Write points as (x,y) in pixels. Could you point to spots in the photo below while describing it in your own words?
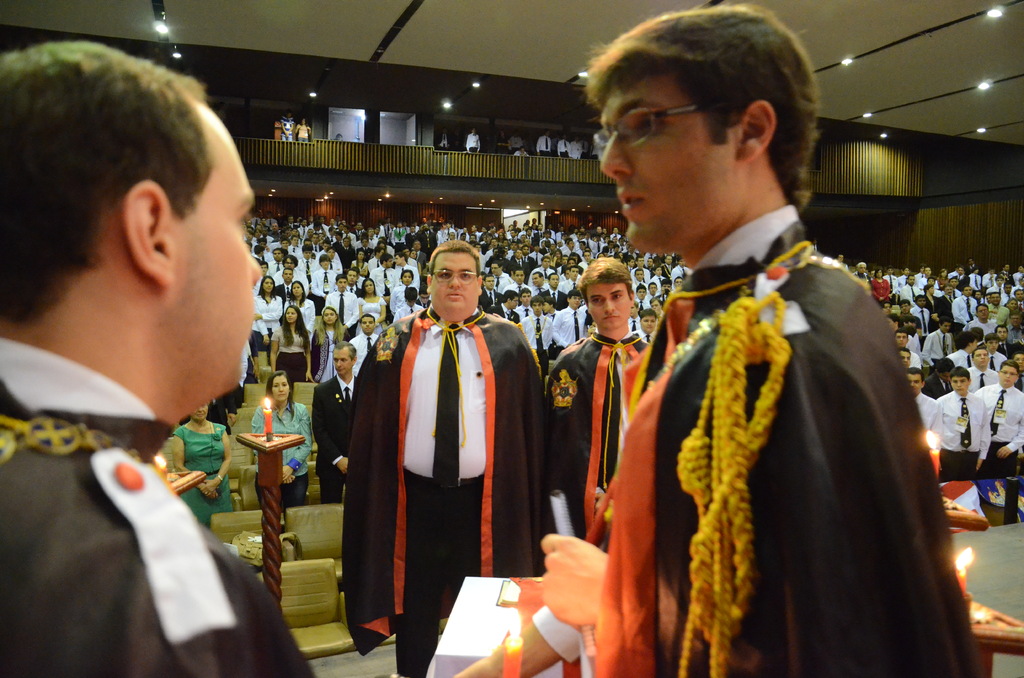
In the foreground (712,206) I can see four men (630,607) wearing an academic dress (780,472). In the background (356,276), I can see a group of people (303,223). I can see the lighting arrangement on the roof (200,18). I can see a candle (268,402) on the stand (278,437) on the left side (275,452).
